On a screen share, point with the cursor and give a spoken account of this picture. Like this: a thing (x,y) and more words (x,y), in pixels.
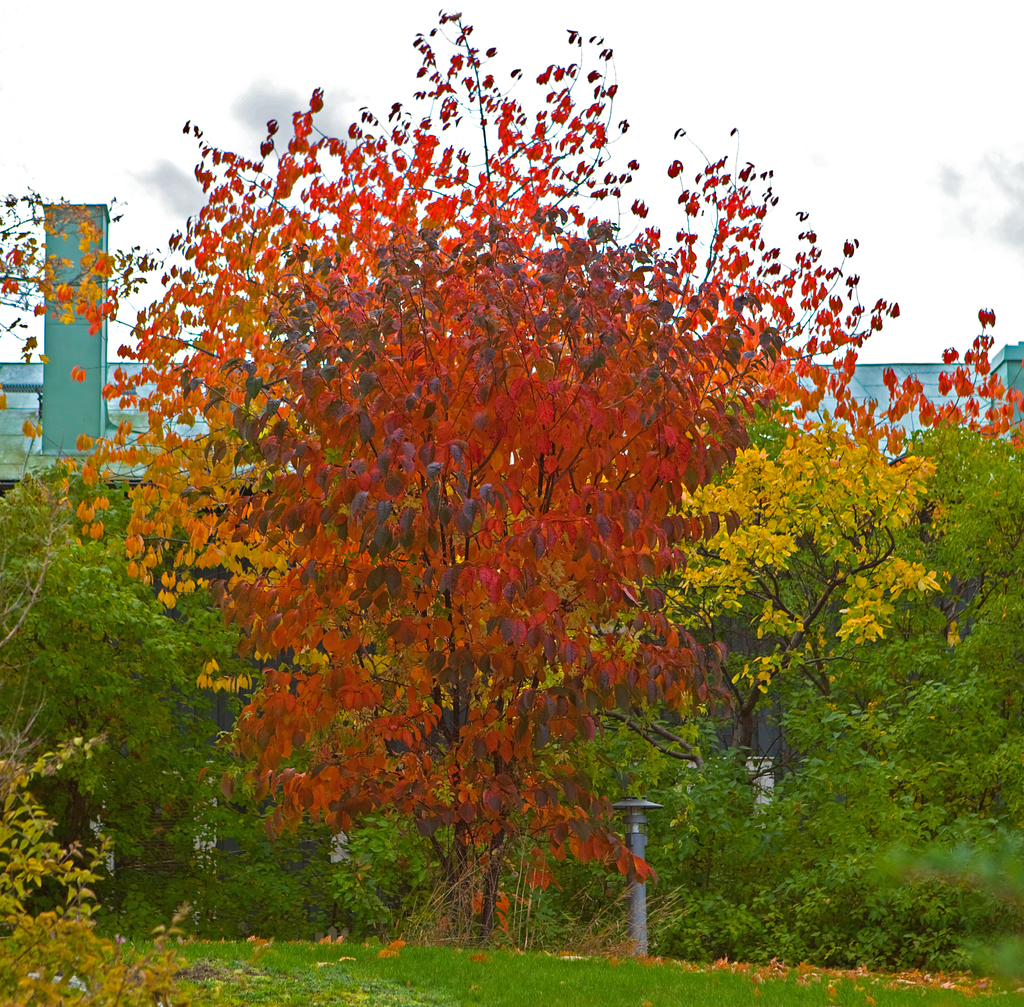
In this picture we can observe a tree (259,450) with red color leaves (268,461) on the ground (428,972). We can observe some grass (410,978) on the ground (527,988). In the background (141,748) there are some trees (701,777) and buildings (179,428). We can observe a sky (149,236) with clouds (254,128).
